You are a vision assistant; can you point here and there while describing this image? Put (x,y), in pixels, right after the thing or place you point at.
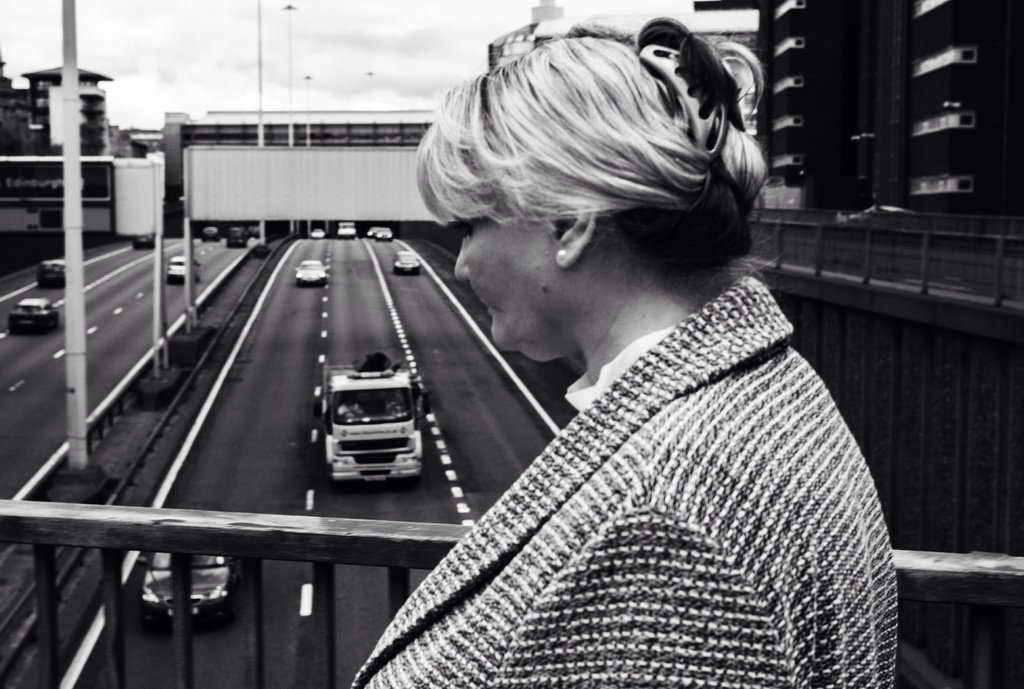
This is a black and white image. In this image, we can see a woman (593,444) standing beside the grill (325,555). In the middle of the image (509,437), we can see a metal grill (400,535), road (452,498). On the road (391,310), we can see some vehicles (313,284) are moving. On the right side (911,150), we can see a building (923,165). On the left side (325,185), we can see some poles (67,192), hoarding (27,191), building (3,143) and few vehicles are moving on the road (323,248). At the top (383,97), we can see a sky (396,25) which is cloudy, at the bottom (71,642), we can see a road (469,416).
